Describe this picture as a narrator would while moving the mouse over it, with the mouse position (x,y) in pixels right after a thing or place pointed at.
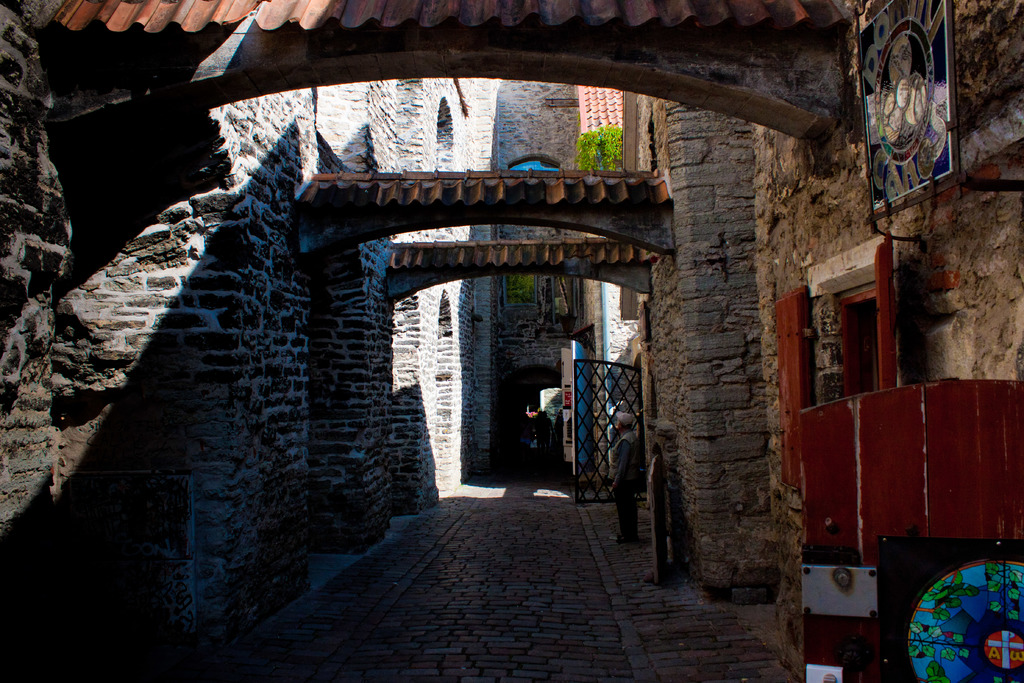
In this image I can see few buildings (301,519), wall (775,487), windows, few objects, gate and the board (883,7) is attached to the wall (989,234).
